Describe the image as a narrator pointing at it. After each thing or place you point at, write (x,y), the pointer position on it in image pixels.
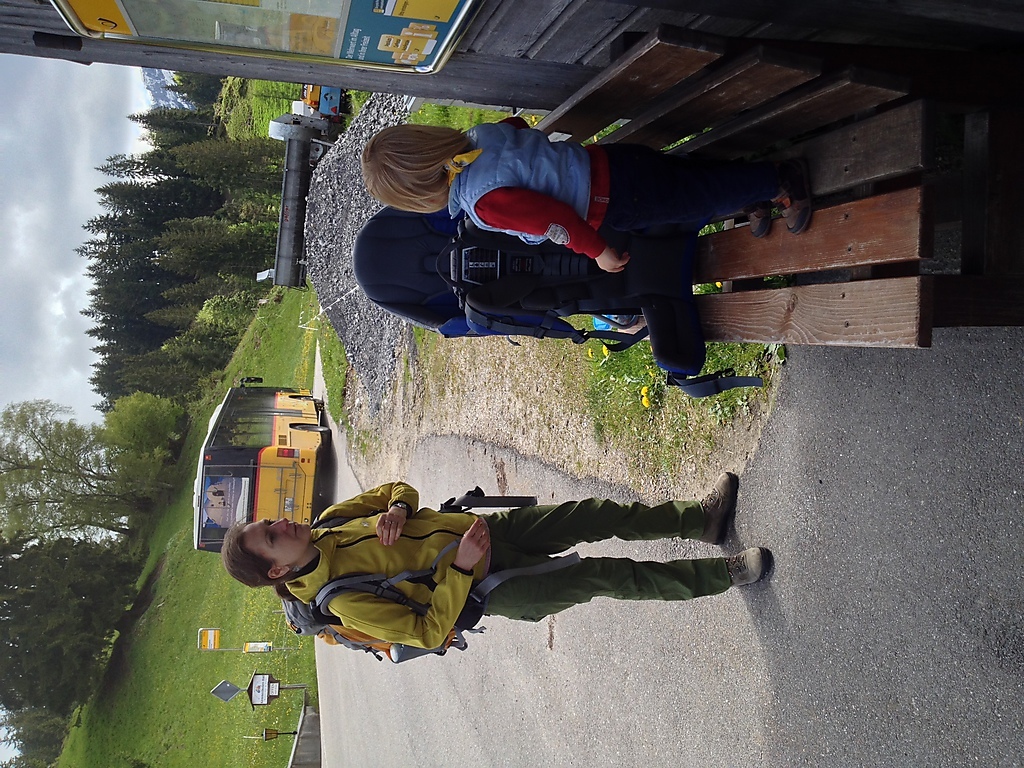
In this image I can see two people (343,571) with different color dresses (440,549) and one person (440,549) with the bag (422,576). I can see one person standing on the bench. To the right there is board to the wall (68,47). To the left (287,486) I can see the vehicle (298,473) on the road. In the background (214,90) I can see another vehicle (298,280), trees (239,313) and the sky (58,250).
